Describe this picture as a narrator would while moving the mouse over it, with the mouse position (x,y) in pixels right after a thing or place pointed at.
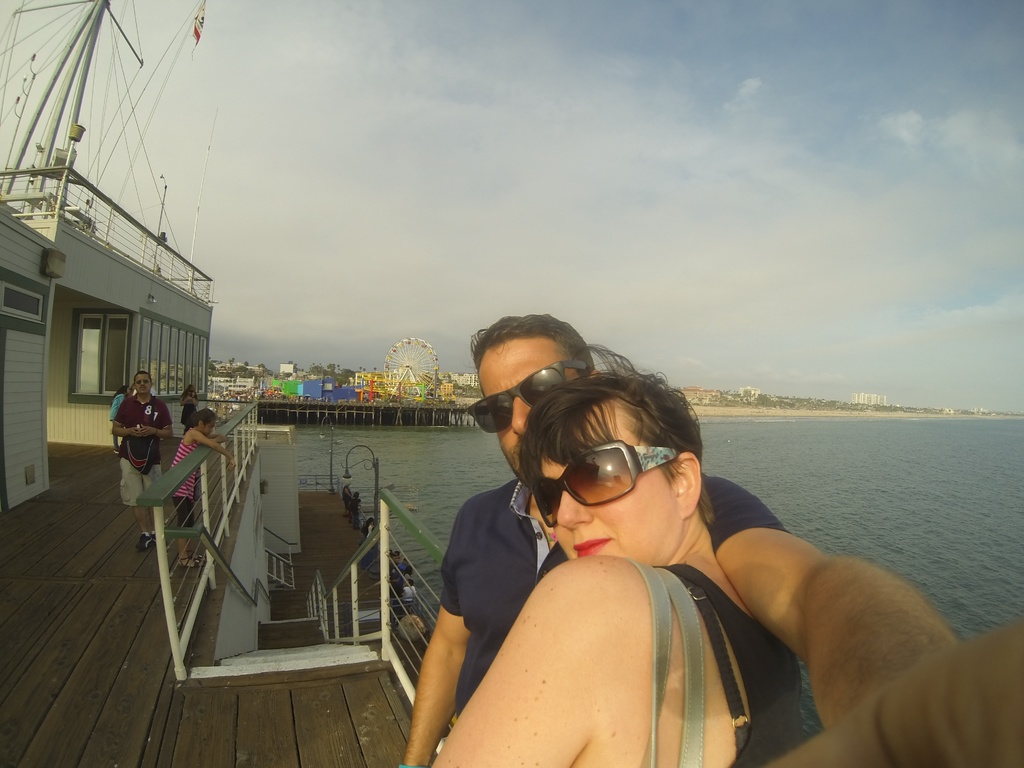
In this image in front (311,713) there are two persons (603,542) standing on the wooden pavement (294,715). Behind them there is water (848,469). There are stairs (327,640). On the left side of the image (168,429) there are few people (159,400) standing in front of the building (169,303). In the background of the image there is a giant wheel (392,369). There are buildings (307,393), trees (322,368) and sky (599,135).
